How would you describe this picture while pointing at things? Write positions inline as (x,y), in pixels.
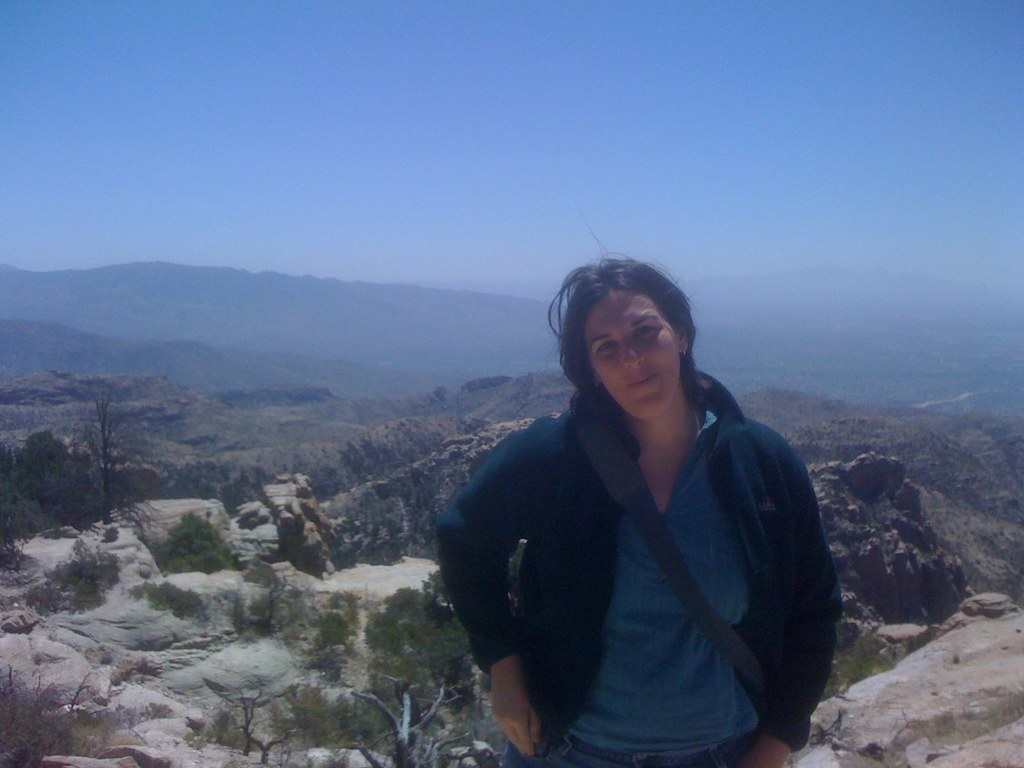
In this image there is a woman (597,560) wearing a jacket (545,536) is standing. She is carrying a bag (714,625). There are few trees (278,716) and plants (183,563) are on the rocks (282,579). Background (233,334) there are few hills (363,301). Top of the image (528,136) there is sky (501,133).
